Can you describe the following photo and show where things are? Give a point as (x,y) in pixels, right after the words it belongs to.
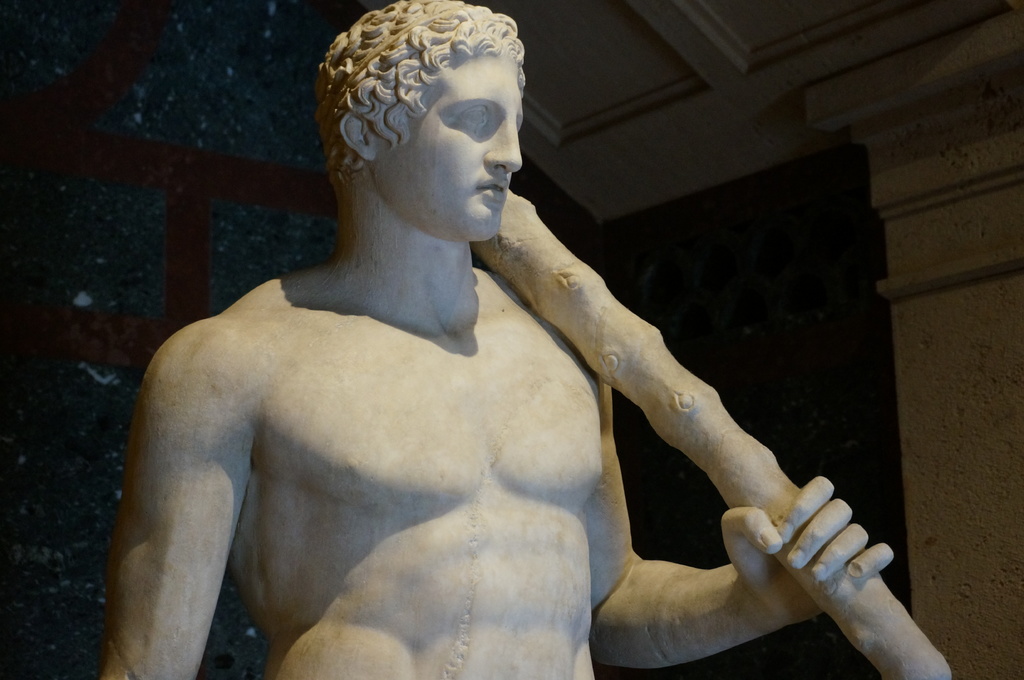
In the center of the image (400,251) we can see a person's statue (539,398). Image also consists of a pillar (990,369) and also the ceiling (633,67).
